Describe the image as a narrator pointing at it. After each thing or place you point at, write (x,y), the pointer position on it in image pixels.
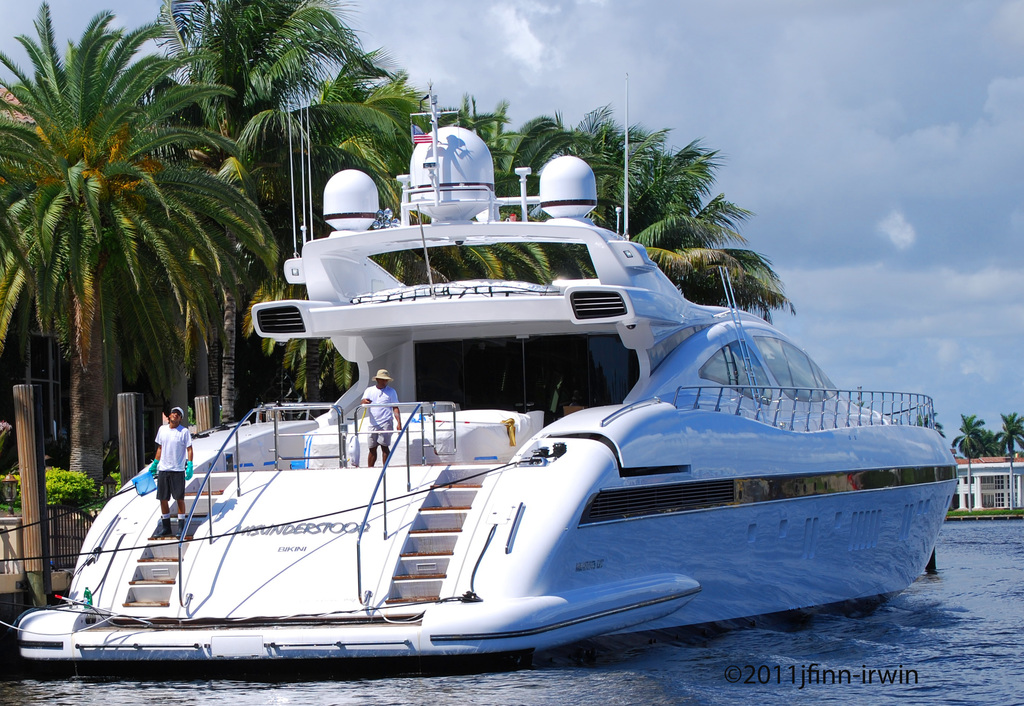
In the picture I can see a two persons (151,471) are standing in the white color boat (544,537) which is floating on the water (972,621). In the background (229,420), I can see the fence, trees (186,377), a house (977,475) and the cloudy sky (842,235). Here I can see the watermark (811,688) at the bottom right side of the image (892,670).
